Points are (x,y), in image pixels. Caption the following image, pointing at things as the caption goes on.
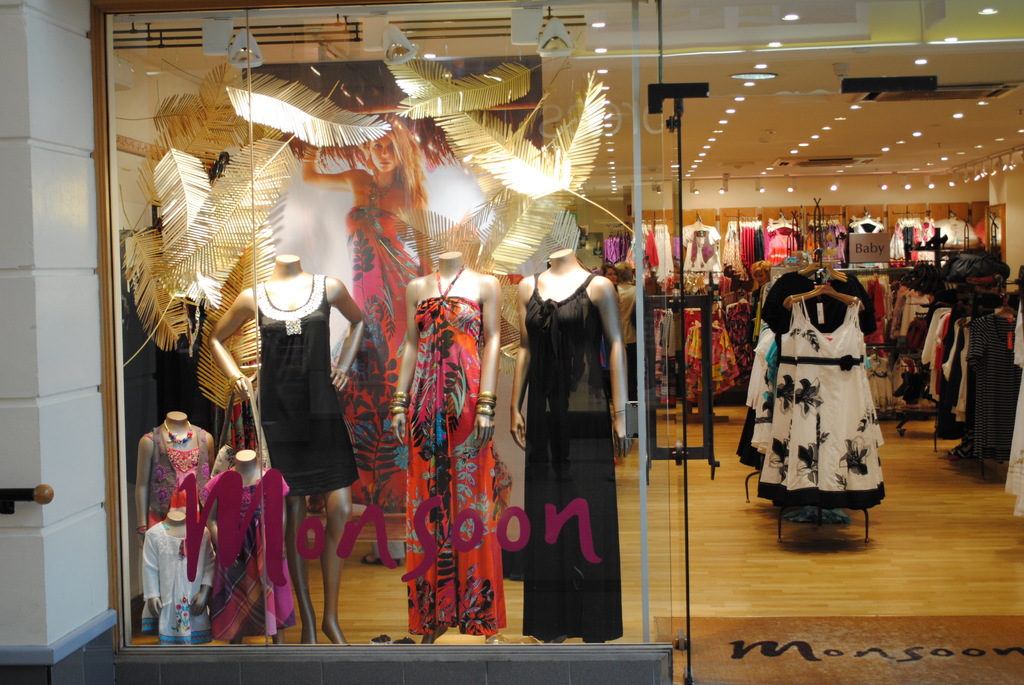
In this image we can see a garment shop (689,377). In display (432,459) some lights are there. The floor (788,568) is furnished with wood (841,555). The roof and wall (795,187) of the shop (814,185) is in white color.
